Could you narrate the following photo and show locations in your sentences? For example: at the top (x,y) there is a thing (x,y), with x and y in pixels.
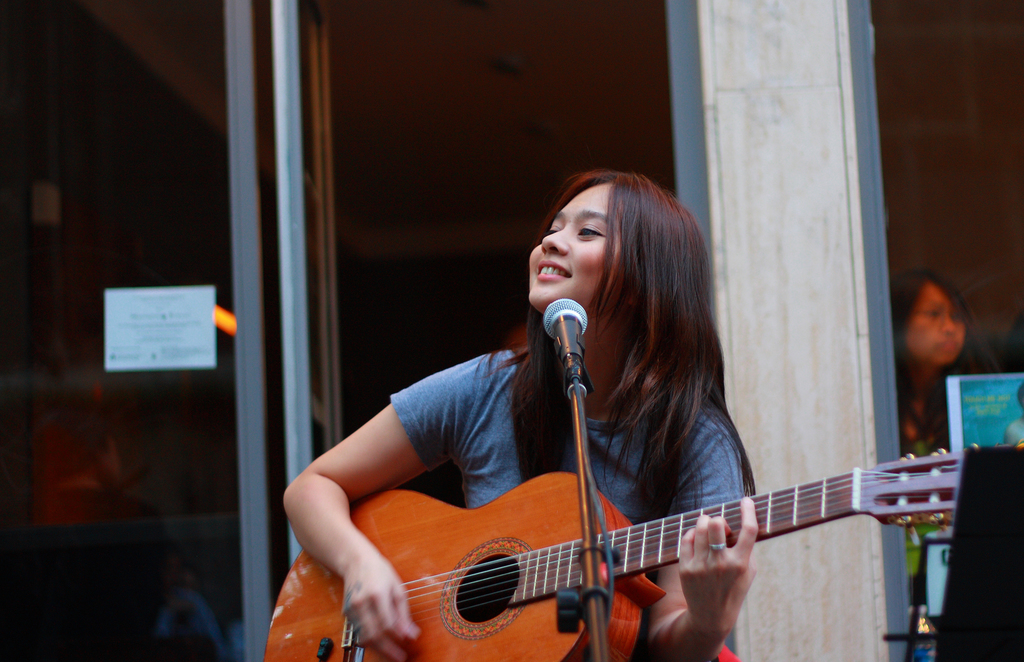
In this picture we can find a woman (704,335) holding a guitar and singing on the microphone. The guitar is orange in color and she is wearing a blue T-shirt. In the background (796,350) we can find a building (803,332) and a person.
